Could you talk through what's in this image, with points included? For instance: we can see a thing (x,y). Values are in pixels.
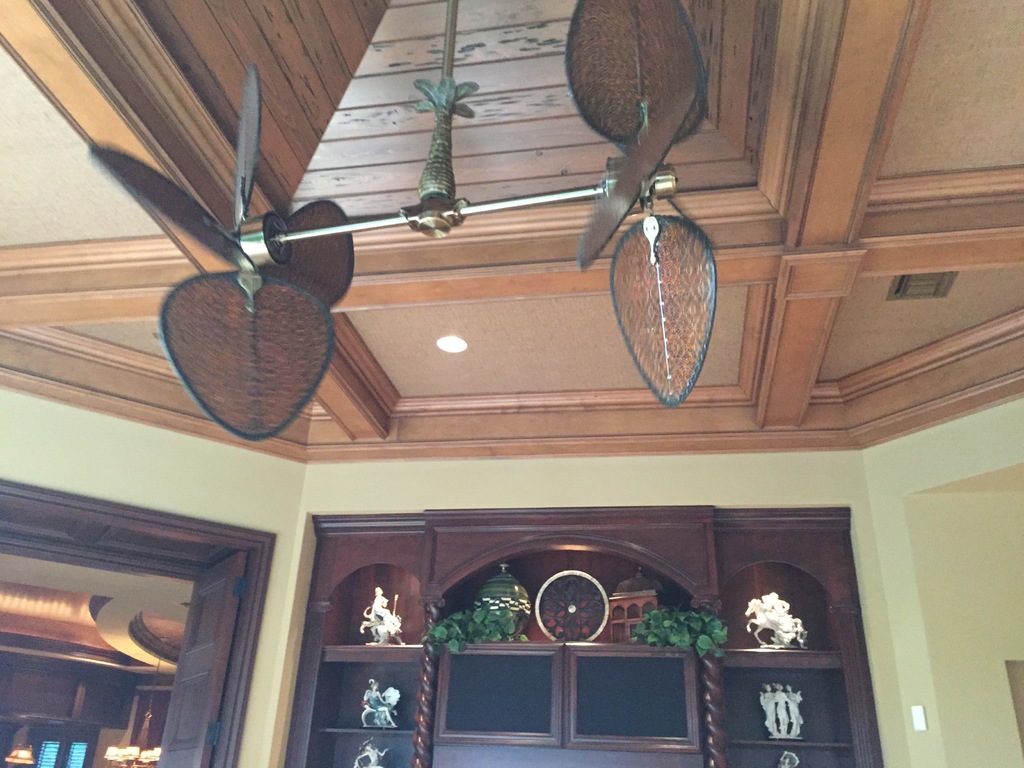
In this image I can see few sculptures (781,705) and few plants (495,627) on these shelves (672,654). I can also see few brown colour things (209,336) over here.
